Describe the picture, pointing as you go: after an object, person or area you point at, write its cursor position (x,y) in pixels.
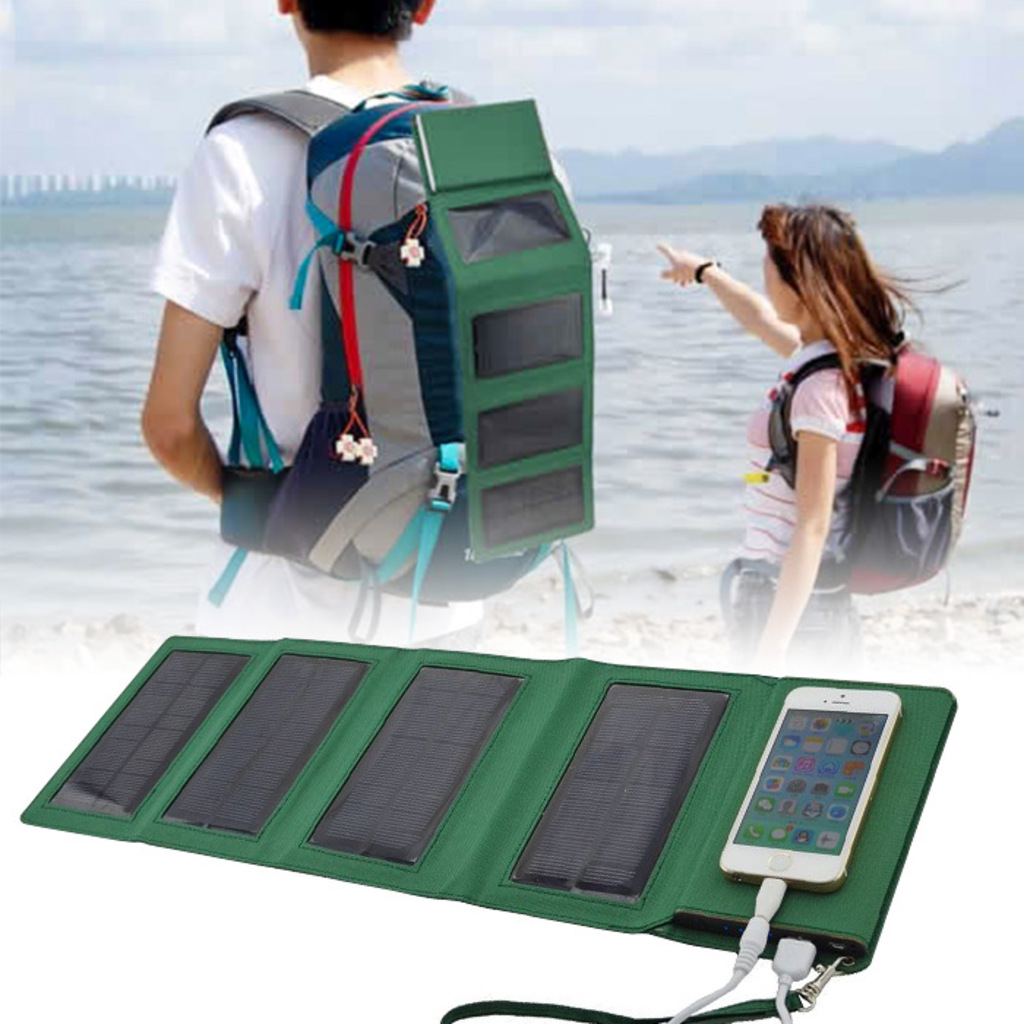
In this picture we can see two persons (804,502) are standing and carrying bags (441,371), there is a mobile phone (758,800) and a solar charger (456,853) in the front (483,860), in the background (915,289) there is water (911,301), we can see the sky (583,47) at the top of the picture (861,24).
